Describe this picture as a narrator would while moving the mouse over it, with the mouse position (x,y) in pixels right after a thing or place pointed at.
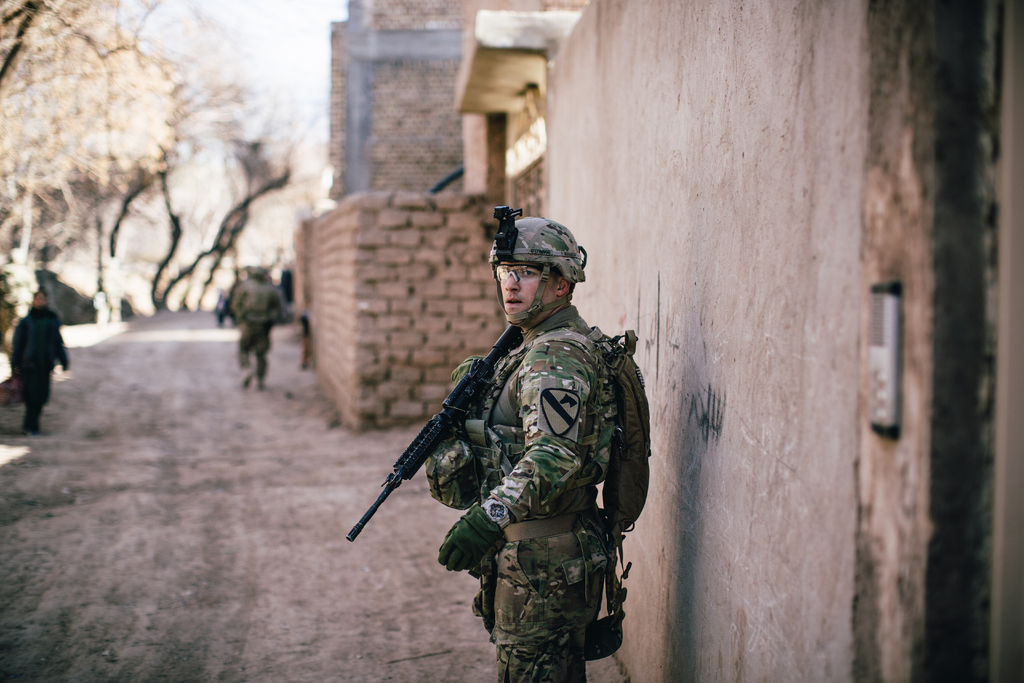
In the center of the image (512,301) there is a person (514,560) holding a gun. On the right side of the image (823,288) we can see wall (745,474). In the background (155,301) we can see building (434,154), trees (168,157), sky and persons (34,338).
